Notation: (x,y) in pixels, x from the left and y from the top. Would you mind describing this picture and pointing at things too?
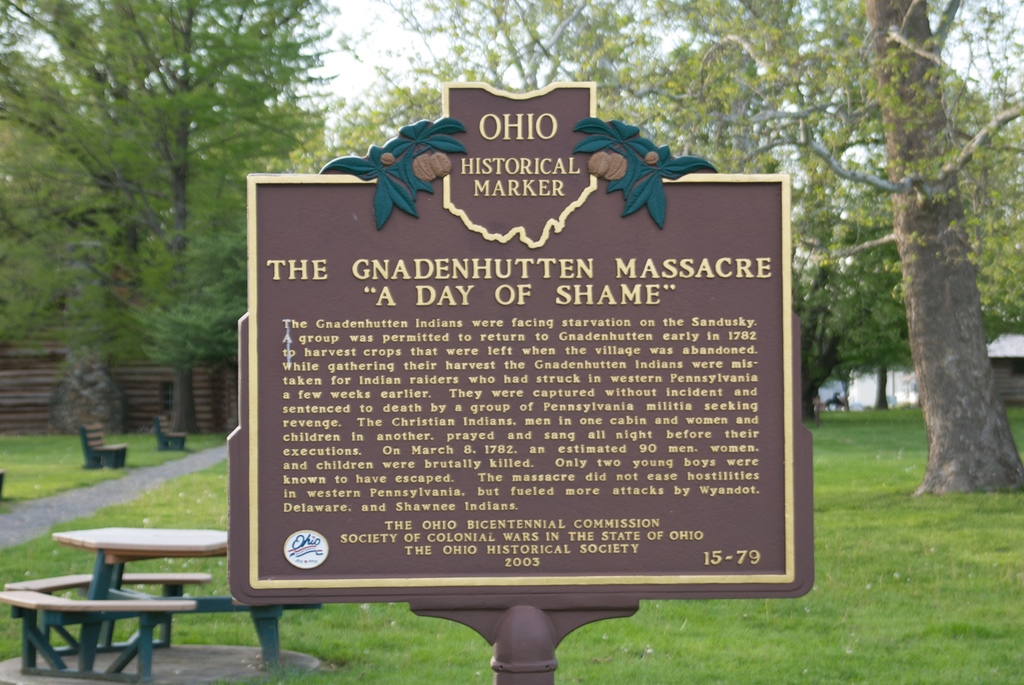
In this image we can see a sign board (522,325). In the background (147,545), we can see a table (150,621), benches (39,600), grassy land (181,623), trees (937,229) and the sky (398,66).
